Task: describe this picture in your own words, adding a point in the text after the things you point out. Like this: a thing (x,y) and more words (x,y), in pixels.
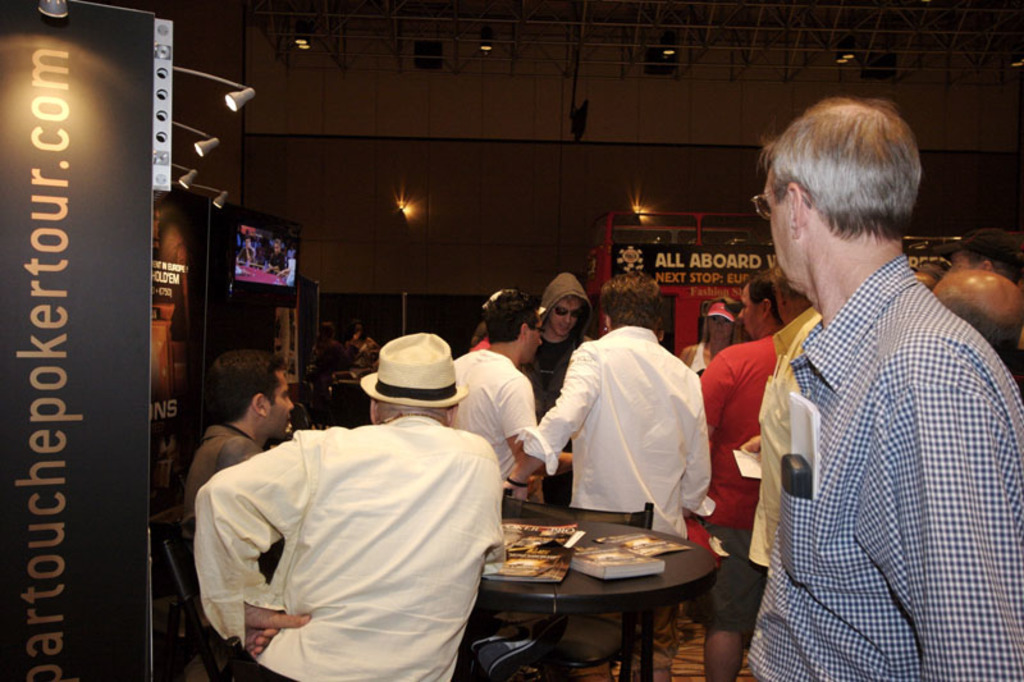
In this picture there are group of people (796,217). There are books (570,526) on the table (629,526). At the left side of the image (90,138) there are hoardings (127,455) and television (265,244), at the top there are lights (211,150).
